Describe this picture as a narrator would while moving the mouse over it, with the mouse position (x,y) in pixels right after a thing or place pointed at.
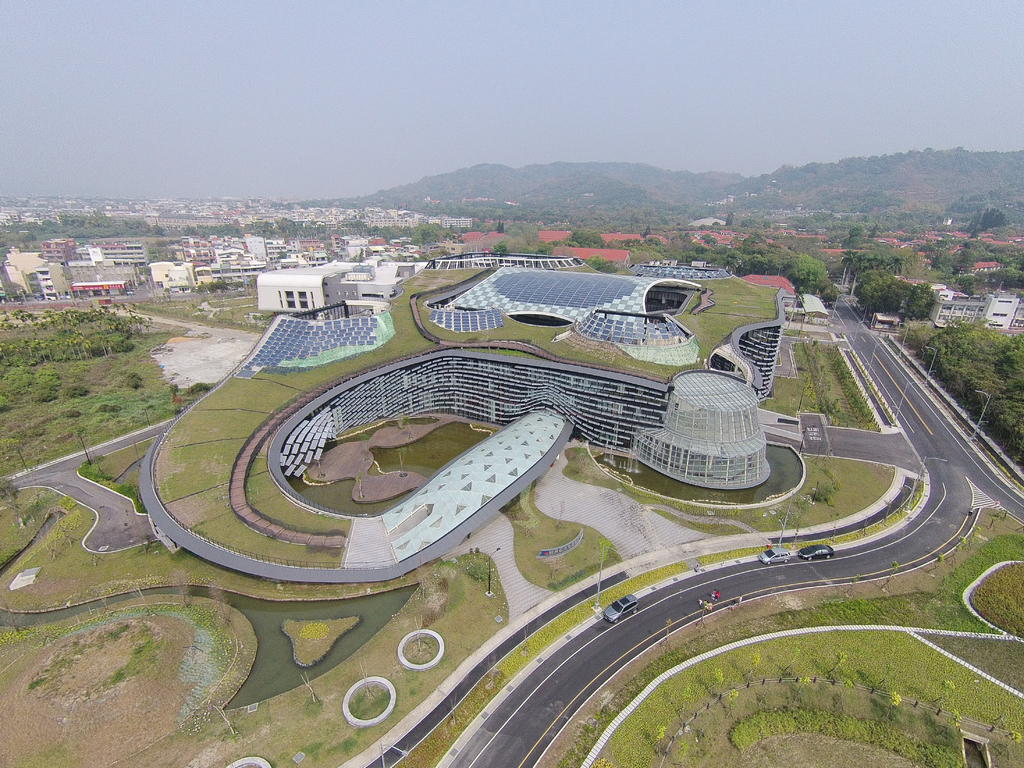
This image is an aerial view. In this image there are many buildings (183,461) and trees (850,266). We can see roads (938,483) and there are vehicles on the roads (855,551). In the background (553,178) there are hills (562,169) and sky (511,114).
